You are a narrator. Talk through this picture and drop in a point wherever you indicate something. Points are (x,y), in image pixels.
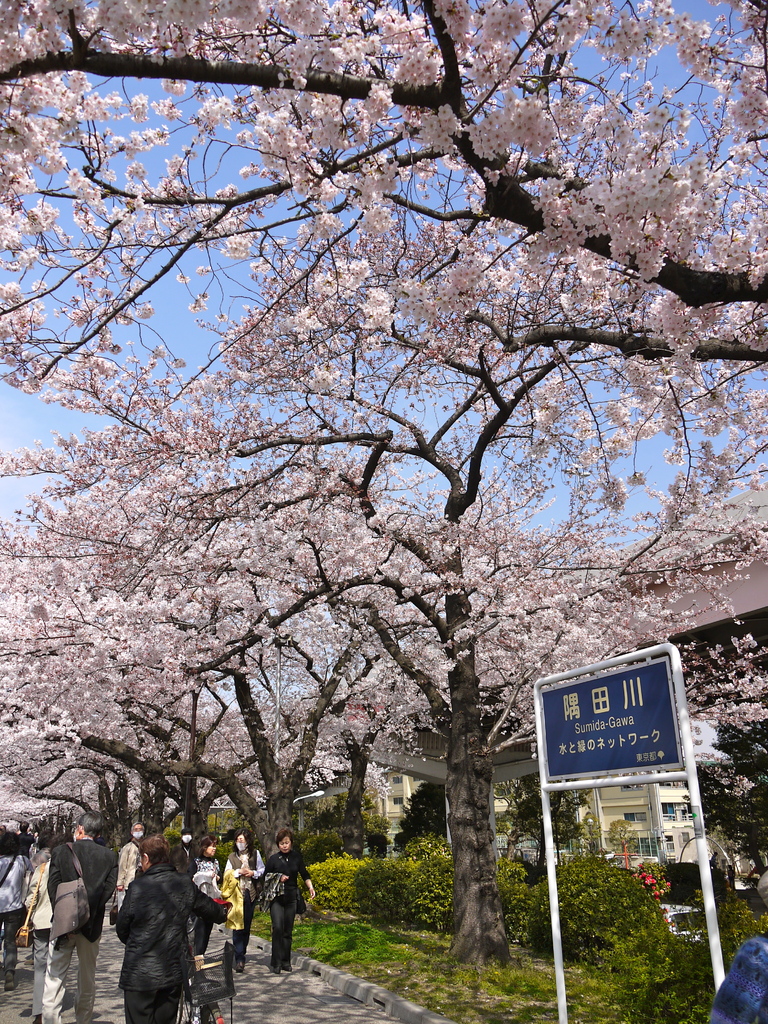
In the image there are few people (146,891) walking on a path (237,985) and beside them there is grass (403,944), plants (406,843) and trees (426,654), on the right side (541,768) there is a board (629,717) with some notations (640,688).
